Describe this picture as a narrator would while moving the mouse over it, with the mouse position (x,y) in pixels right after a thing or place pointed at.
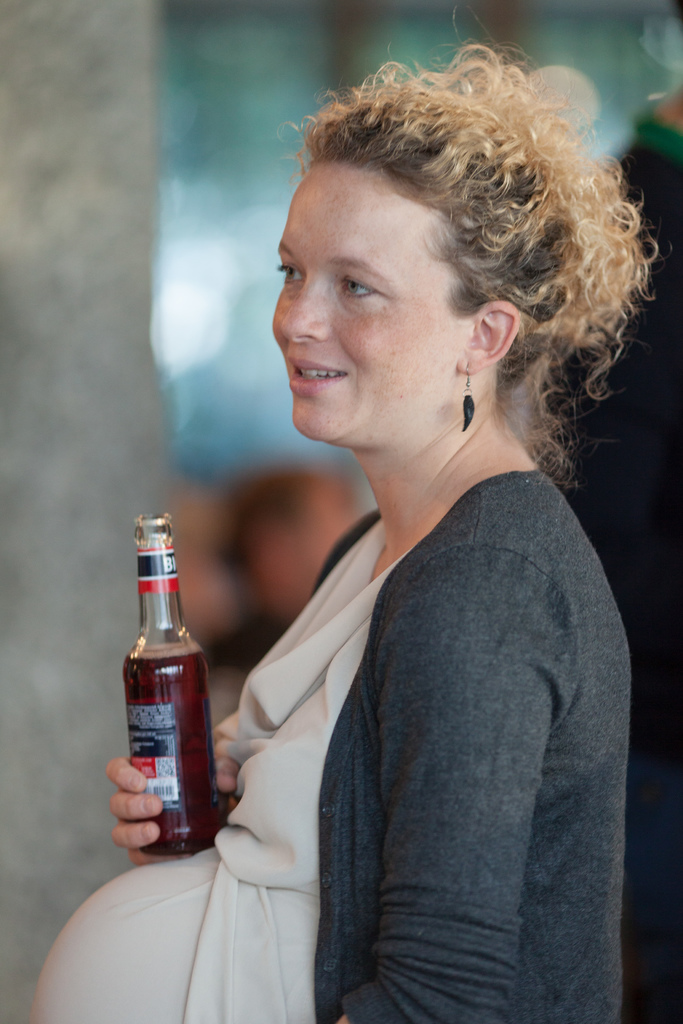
There is a pregnant woman (196,1000) standing holding alcohol bottle (151,701) in hand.
